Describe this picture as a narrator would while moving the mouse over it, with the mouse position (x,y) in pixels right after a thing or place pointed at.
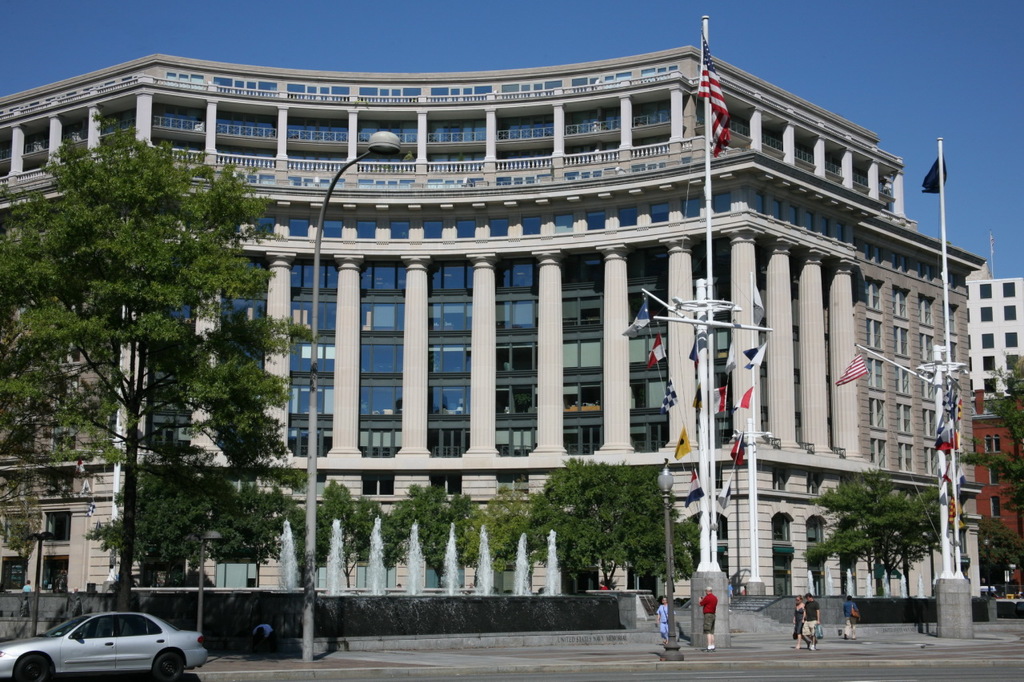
In this picture there is a huge building (936,279) in the center of the image (646,283), on which there are many glass window (569,280) and there are poles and trees (50,345) on the right (1016,370) and left side of the image (171,485), there are people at the bottom side of the image (714,593) and there is a car (72,648) in the bottom left side of the image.
